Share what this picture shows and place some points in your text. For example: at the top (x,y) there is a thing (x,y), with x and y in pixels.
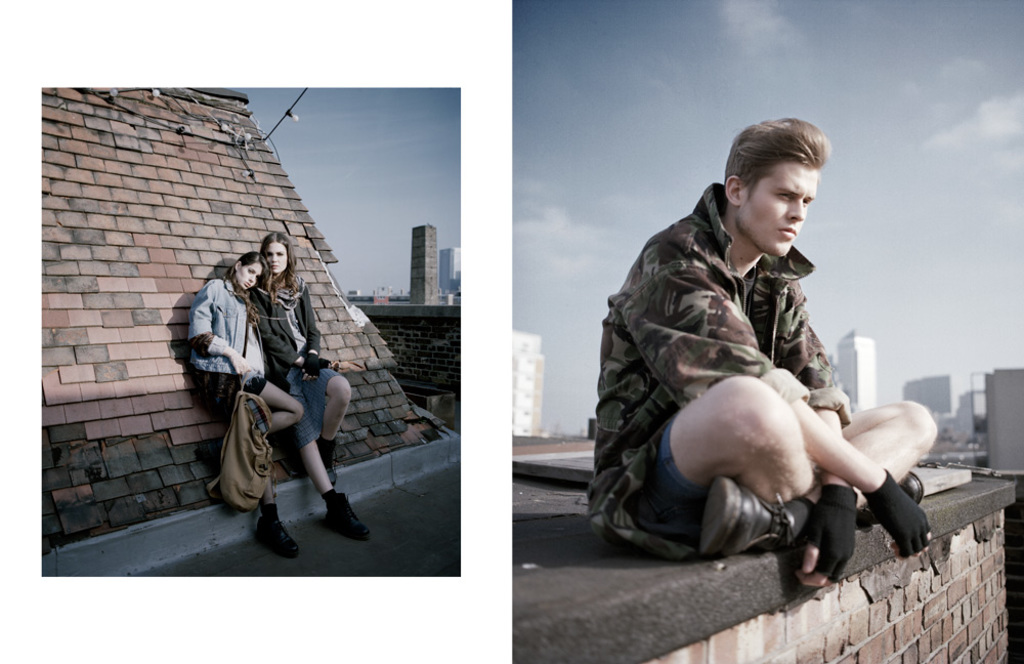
This picture shows a collage and we see couple of women (274,382) standing and we see a woman (238,361) holding a bag (230,441) in her hand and we see a brick wall (275,447) and we see buildings (421,258) in the second image we see a man (773,363) seated and we see buildings (966,405) and a blue cloudy Sky (560,155).
